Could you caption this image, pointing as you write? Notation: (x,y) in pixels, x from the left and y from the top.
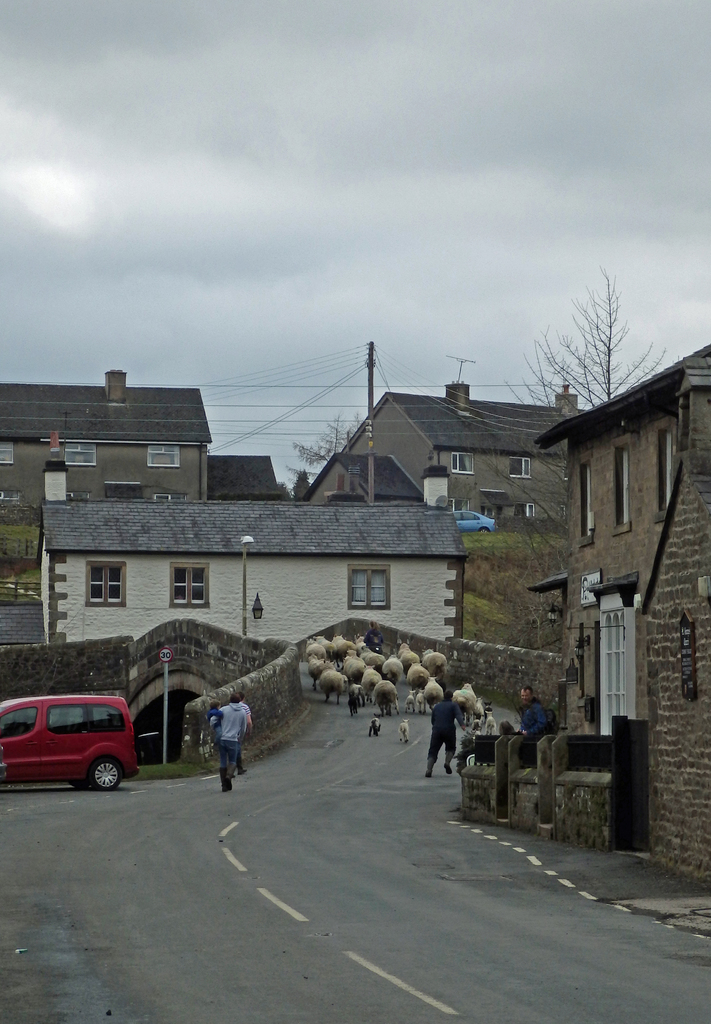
In this image we can see a few people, there is a car (77,728) on the road (272,825), there are few houses (415,506), windows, poles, electric pole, wires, there is a bridge (137,673), sign board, there are sheep (320,685), also we can see trees (551,368), and the sky (348,157).
